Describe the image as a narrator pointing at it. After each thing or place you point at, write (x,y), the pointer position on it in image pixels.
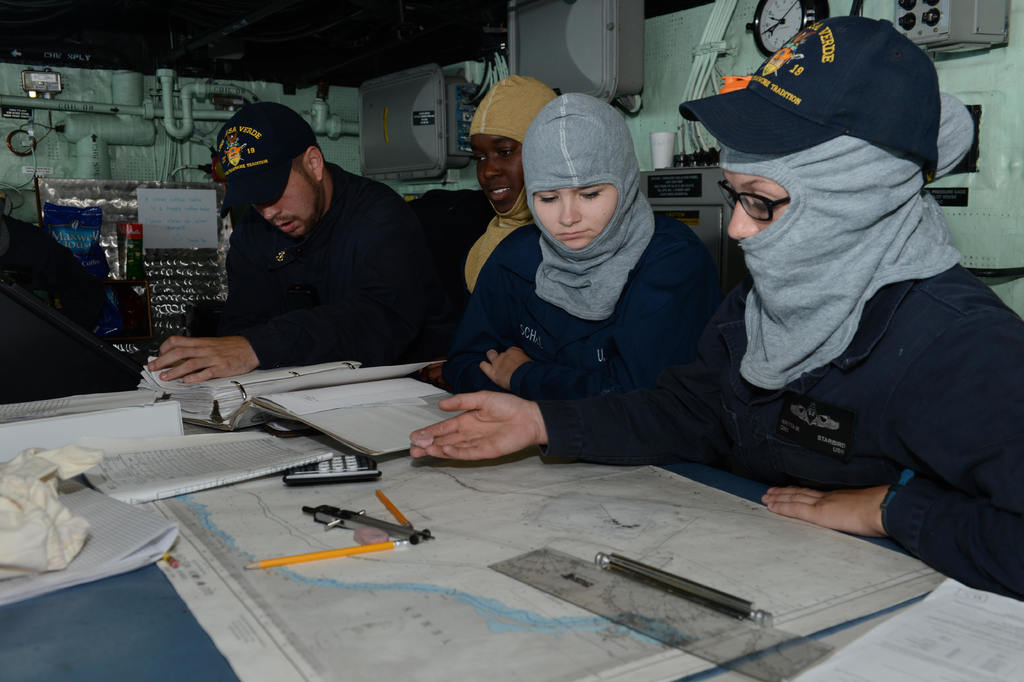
This picture is clicked inside. In the center (644,446) there is a table (81,660) on the top (138,591) of which we can see a map (527,625), ruler (677,594), pencils (271,561), calculator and some books (272,468) are placed and we can see the group of people (585,297) seems to be sitting. In the background (769,5) there is a clock (772,23) hanging on the wall (47,136) and we can see the metal pipes (319,97) and some machines (637,55) and some other items (206,207).
